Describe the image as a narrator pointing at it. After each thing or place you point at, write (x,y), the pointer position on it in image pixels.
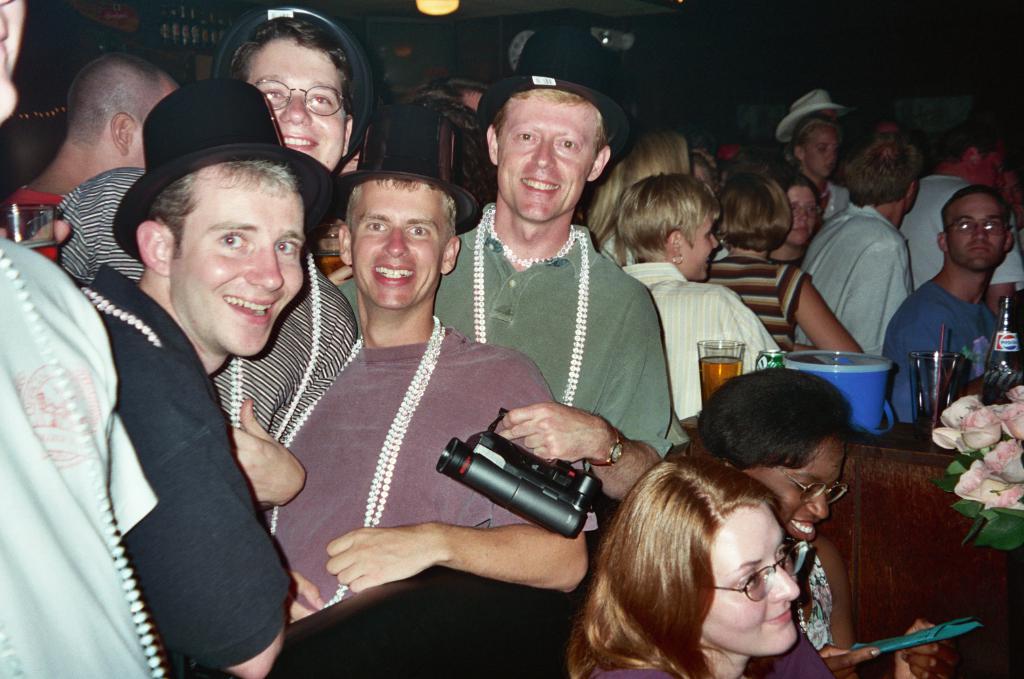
In this image there are group of people (728,445) and there is a table (935,444), on that table (907,448) there is a glass (926,388), tub (873,383) and a flower vase (970,424).
